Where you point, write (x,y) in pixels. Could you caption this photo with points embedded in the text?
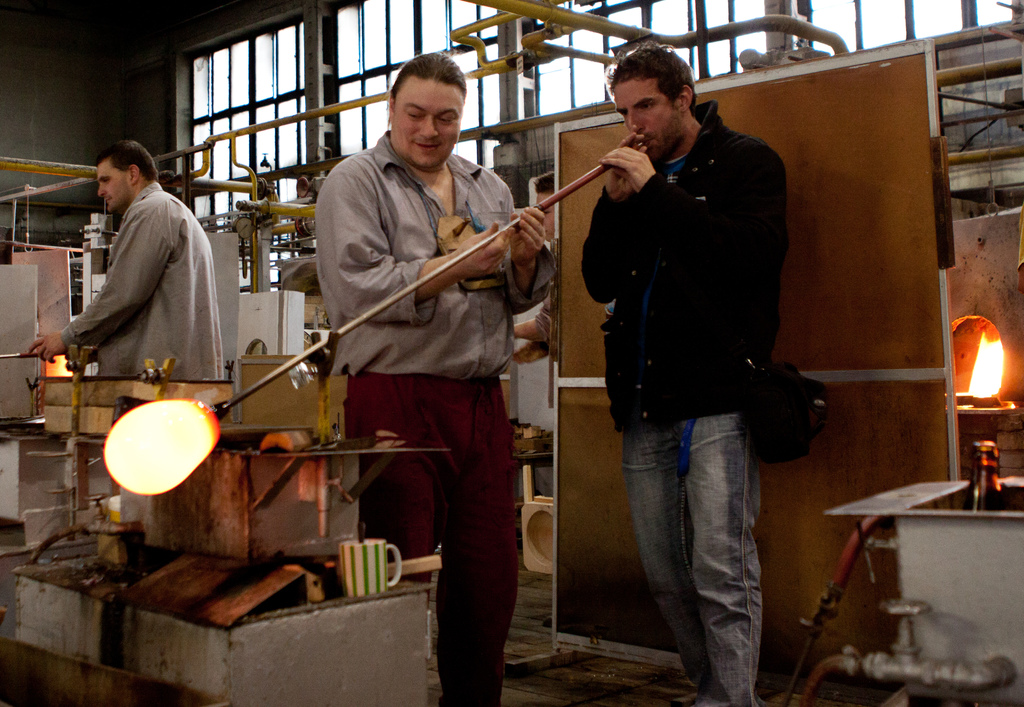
In this picture I can see there are three persons (397,236) standing and they are wearing coats (650,314) and the person (642,138) standing here is holding a rod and there is something attached to the other end (120,461) and there is some equipment (218,192) here and there is a window (582,41) here in the backdrop (582,41).
